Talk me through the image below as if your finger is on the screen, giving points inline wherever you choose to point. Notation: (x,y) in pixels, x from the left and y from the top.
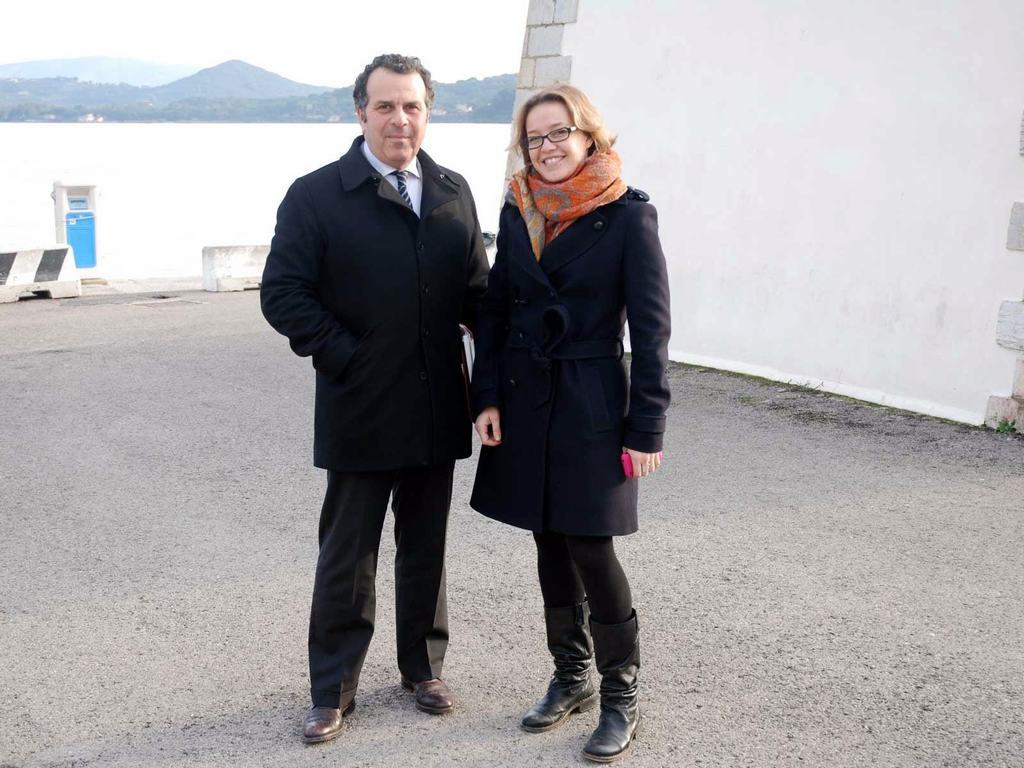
In this image, we can see two people (431,466) standing. We can see the ground (90,575). We can see the wall (730,125) and some dividers (62,273). There is a dustbin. We can see some water (232,175), a few hills (209,93) and some grass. We can also see the sky (232,14).
